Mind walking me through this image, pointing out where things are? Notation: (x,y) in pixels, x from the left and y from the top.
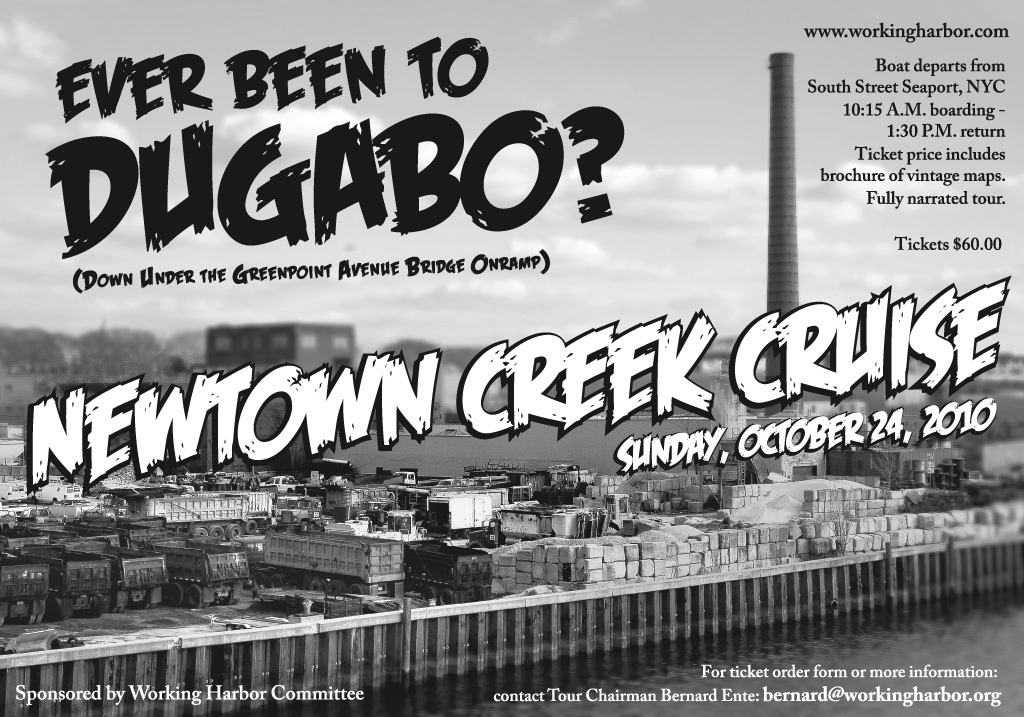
In this image we can see poster (496,412) of some event on which there is some text (615,143) and there are some bricks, vehicles (478,531).
